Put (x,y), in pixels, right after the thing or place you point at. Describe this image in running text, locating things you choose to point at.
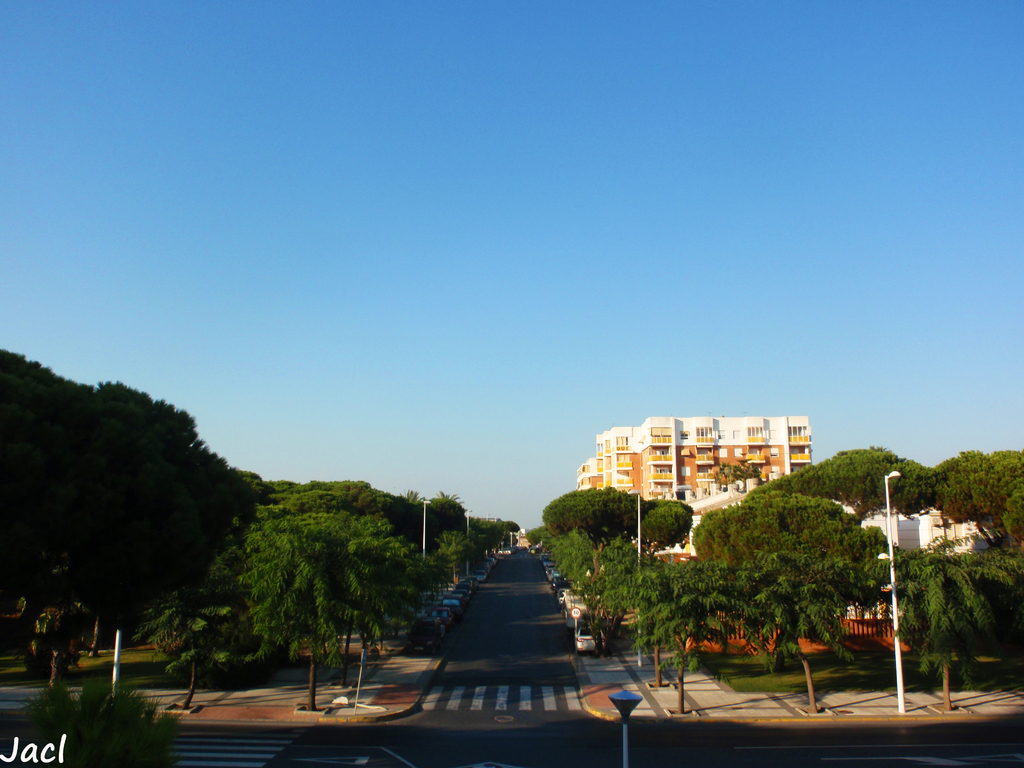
In the foreground of the image (582,620) we can see group of cars (449,623) placed on the road (541,568). In the background (642,449) there are trees (811,477), buildings (619,456) and poles (575,652) and the sky (453,340).
